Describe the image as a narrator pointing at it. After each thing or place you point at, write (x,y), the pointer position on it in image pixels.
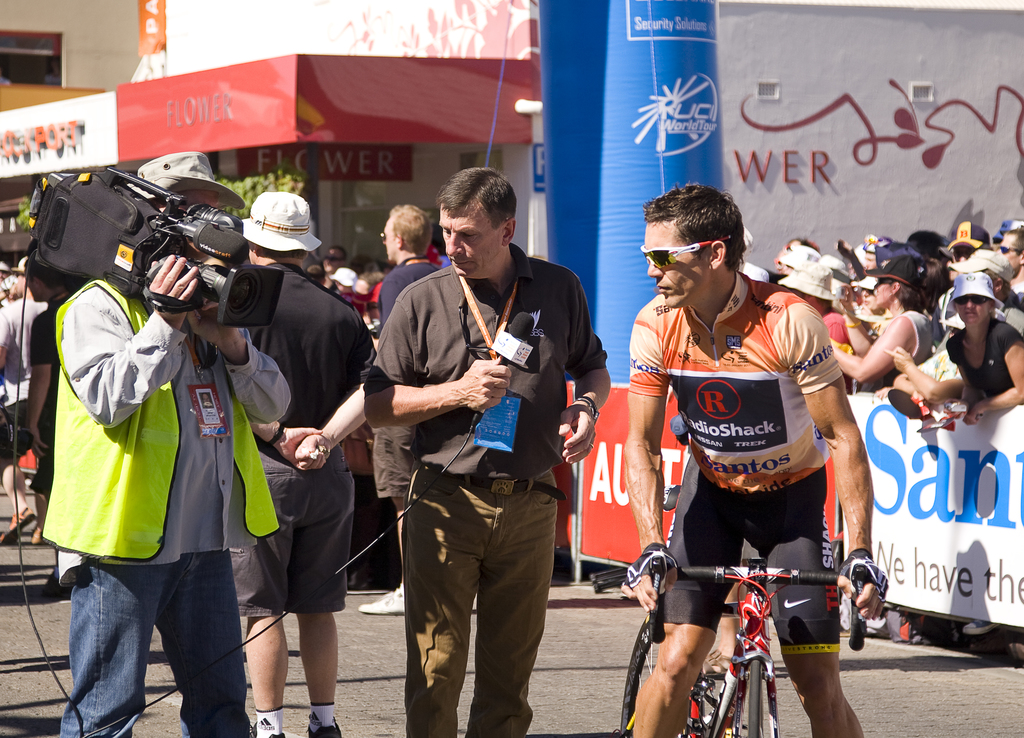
In this image i can see few man (656,493) standing on road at right (796,480) a man (701,491) holding a bi-cycle (809,577), at left (207,354) a man (190,353) holding a camera (173,298) at the back ground (917,308) i can see few other persons (886,280) standing, a banner (928,514) and a wall (808,92).
